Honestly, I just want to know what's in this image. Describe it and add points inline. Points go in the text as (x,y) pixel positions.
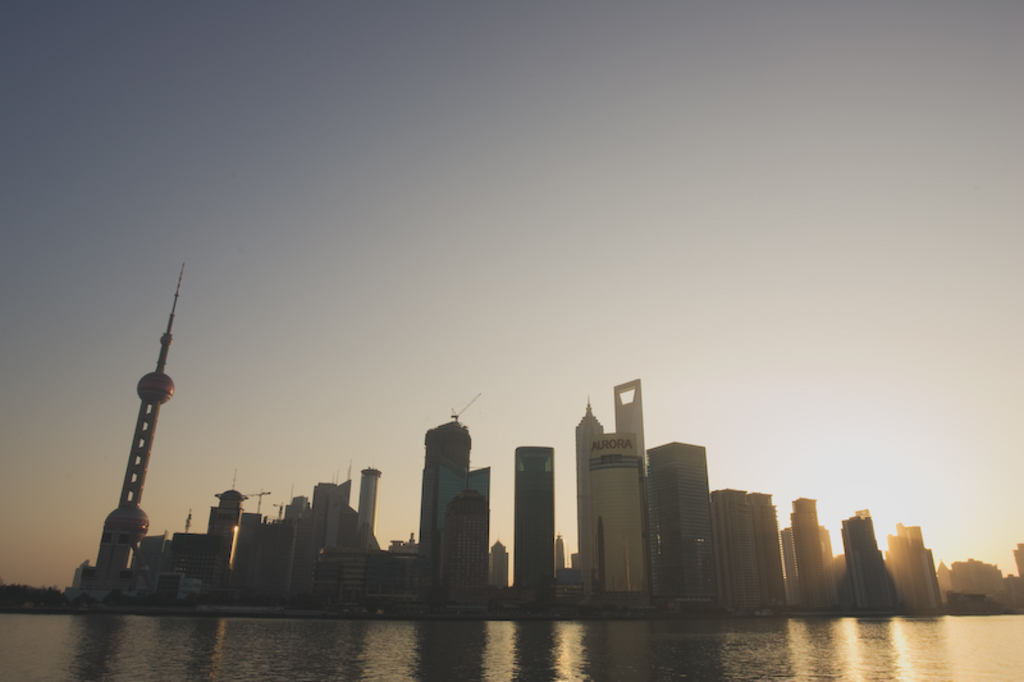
In this image there is the sky (638,167), there are buildings (638,571), there is tower (145,449), there is a building (1008,587) truncated towards the right of the image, there is water (612,644) truncated towards the bottom of the image (65,651), there are trees (48,603) truncated towards the left of the image (33,588).
